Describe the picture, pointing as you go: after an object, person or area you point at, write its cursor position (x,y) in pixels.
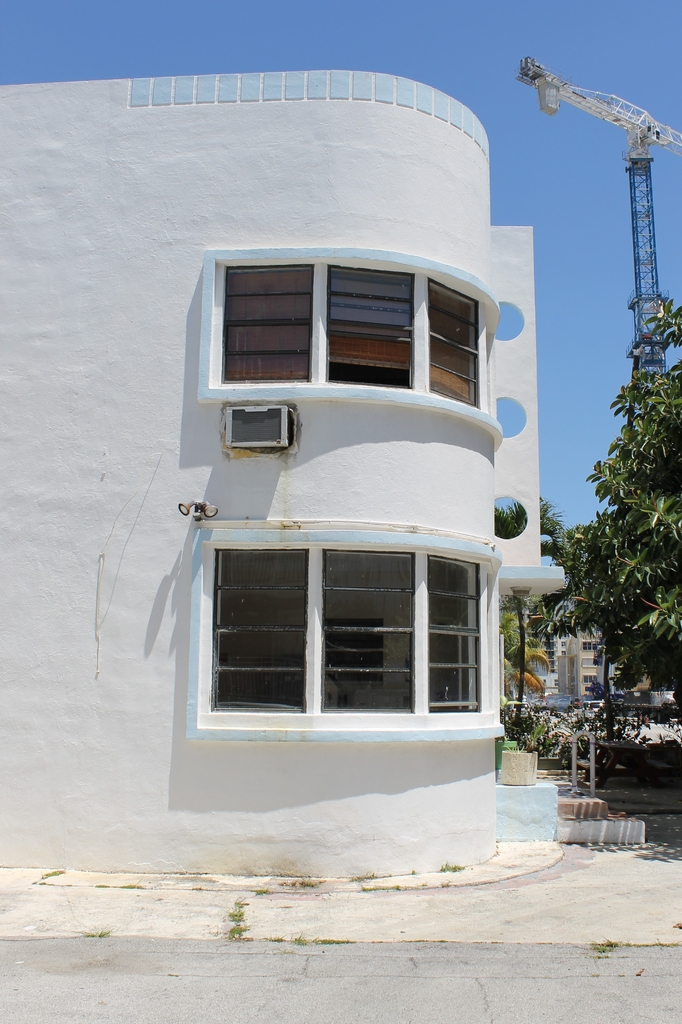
In this image, we can see buildings (354,465), trees (617,624), poles (594,787) and we can see a tower (591,101). At the top (563,104), there is sky (623,350) and at the bottom (427,957), there is a road (421,950).
